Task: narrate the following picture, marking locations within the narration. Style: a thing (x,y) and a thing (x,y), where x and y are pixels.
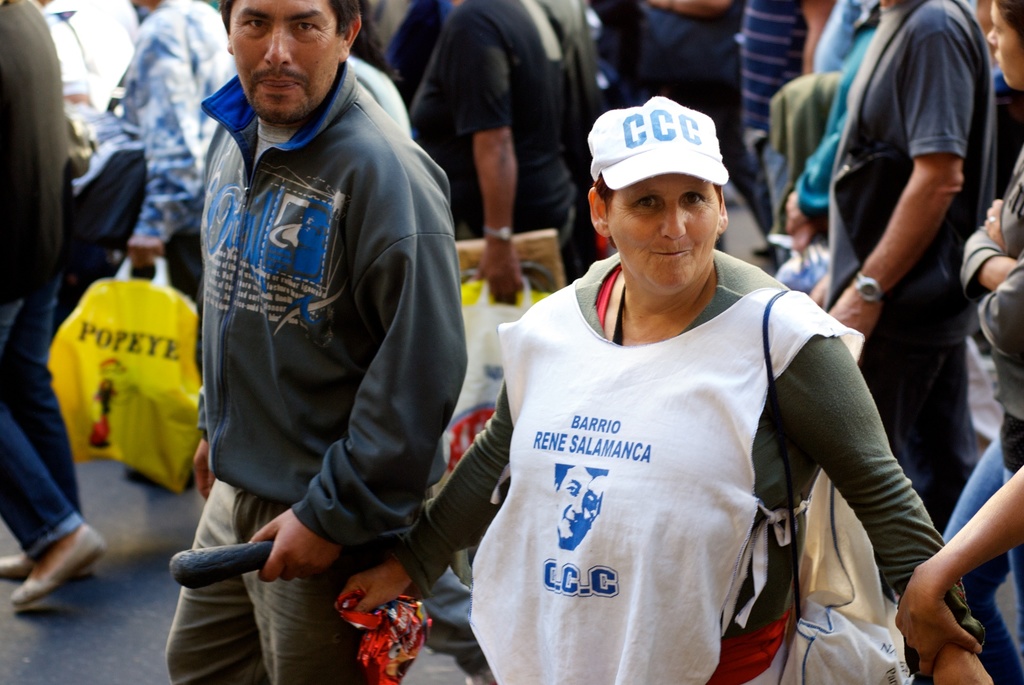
In this picture we can see a group of people (245,483) on the road (133,531) and few people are holding bags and one woman (617,493) is wearing a bag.
